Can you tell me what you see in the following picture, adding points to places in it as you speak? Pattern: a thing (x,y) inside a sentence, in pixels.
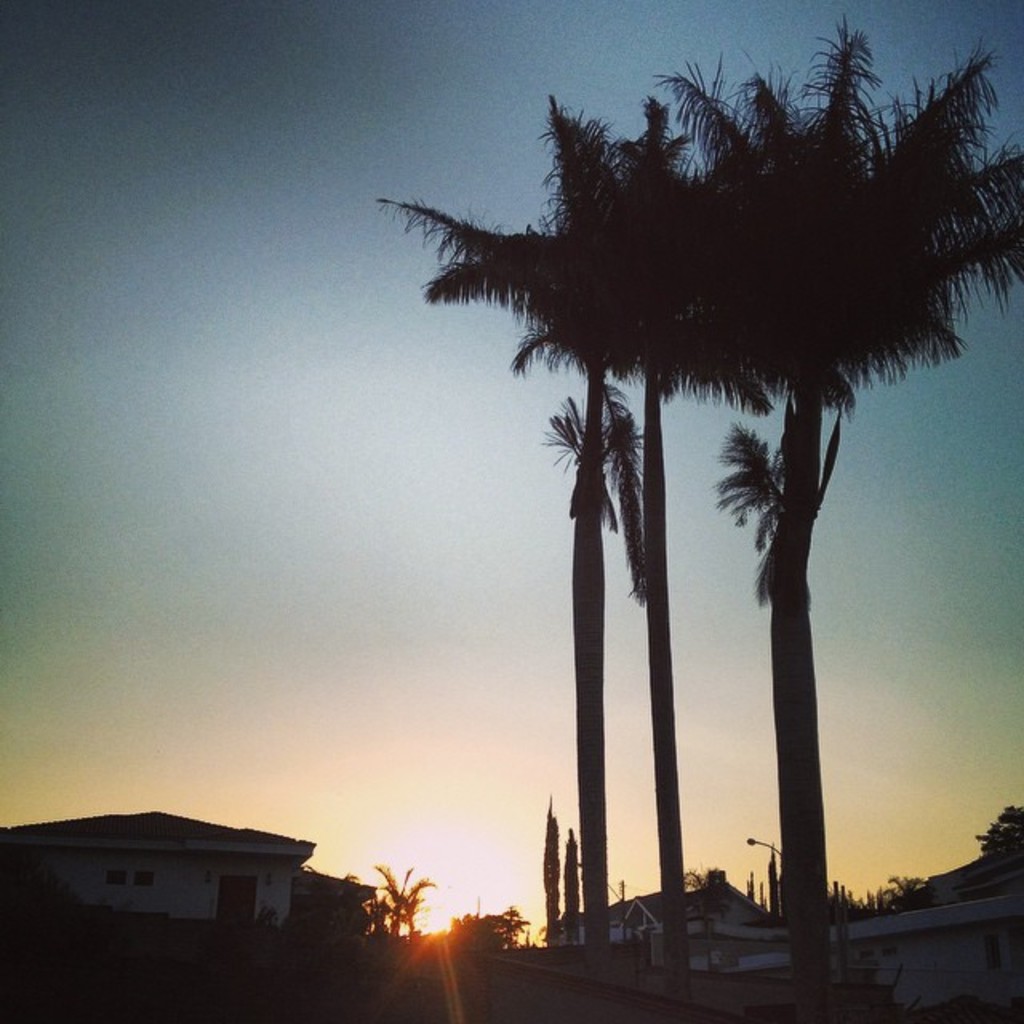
In the picture I can see trees (556,918), houses (756,923), a street light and some other objects (632,992). In the background (273,568) I can see the sky (336,600) and the sun (435,937).
